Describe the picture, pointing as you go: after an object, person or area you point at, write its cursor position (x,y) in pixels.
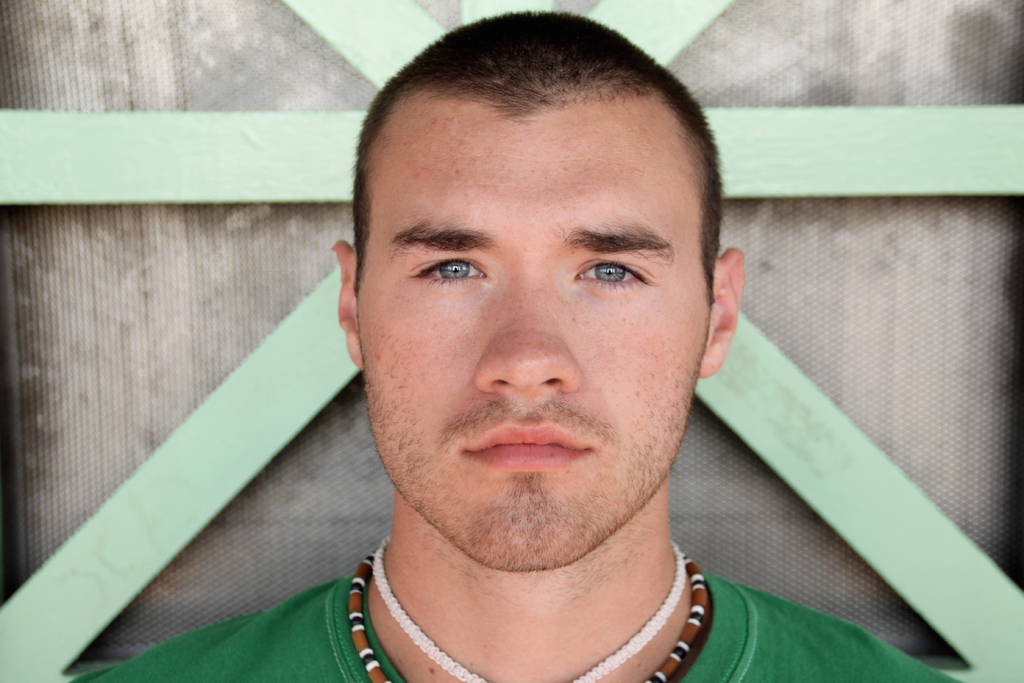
In the middle of the image (600,303), there is a person (659,642) with a green color T-shirt (218,626), watching something. In the background (114,553), there is a fence (375,58). Beside this fence (175,109), there is an object (134,311).
